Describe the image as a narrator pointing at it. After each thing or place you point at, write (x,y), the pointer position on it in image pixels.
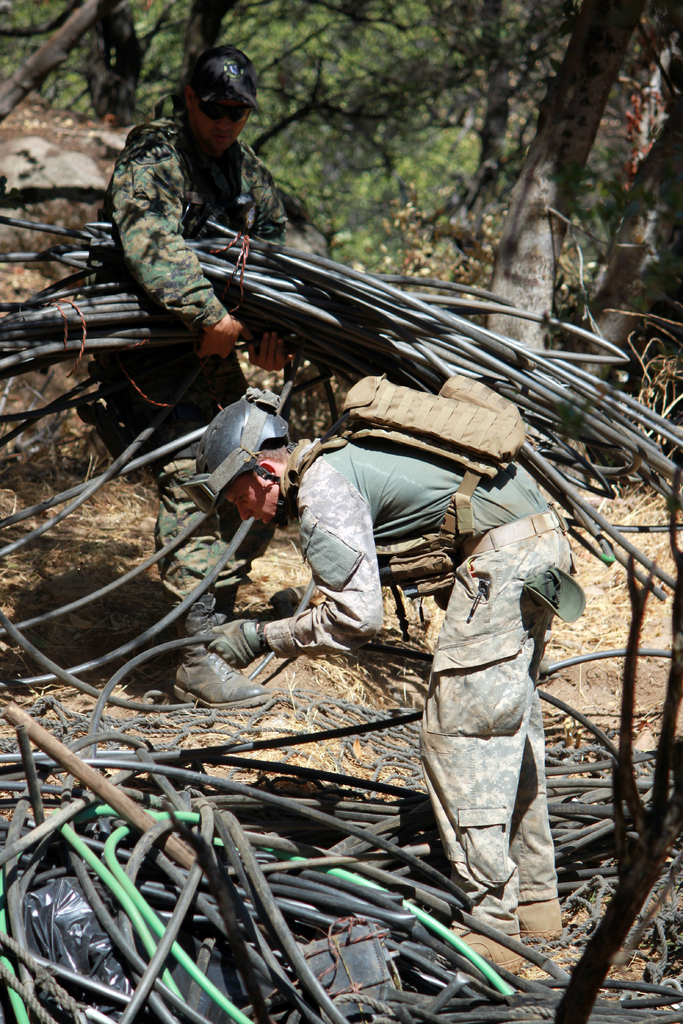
There are two people (266,212) holding pipes (278,253) and we can see ropes (135,720), wooden object (187,862) and grass (18,658). In the background (276,175) we can see trees (661,143).
